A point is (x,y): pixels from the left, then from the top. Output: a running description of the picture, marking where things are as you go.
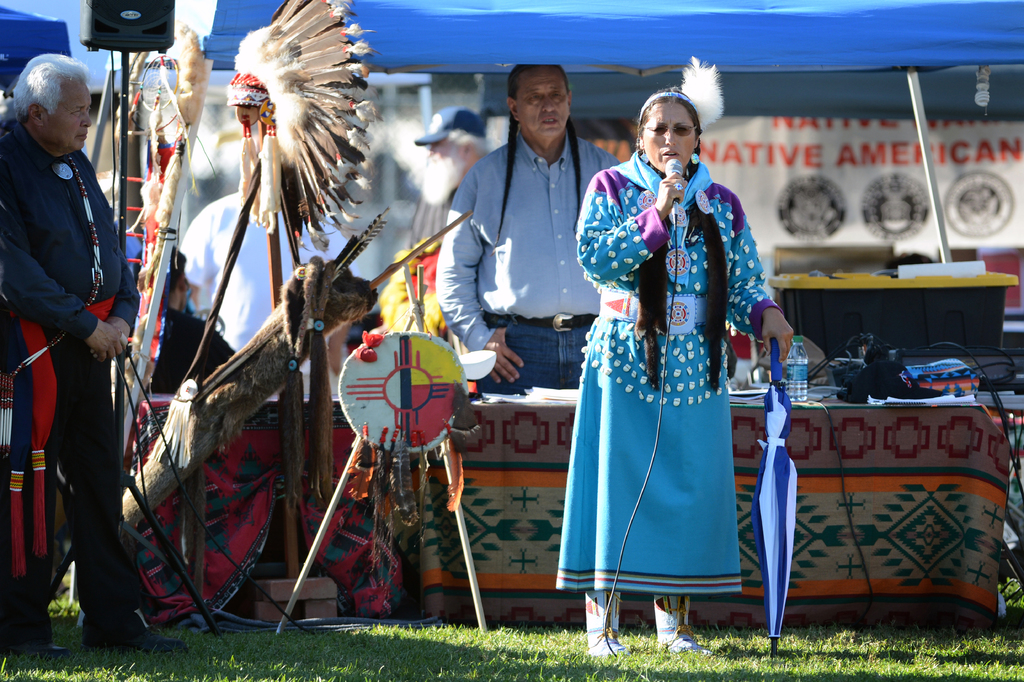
In this picture we can see a woman (591,266) holding a mic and an umbrella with her hands (664,203) and talking and two men (545,193) looking at her, speaker (137,45), bottle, banner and some objects (337,65) and in the background (284,271) we can see some people (220,219).
